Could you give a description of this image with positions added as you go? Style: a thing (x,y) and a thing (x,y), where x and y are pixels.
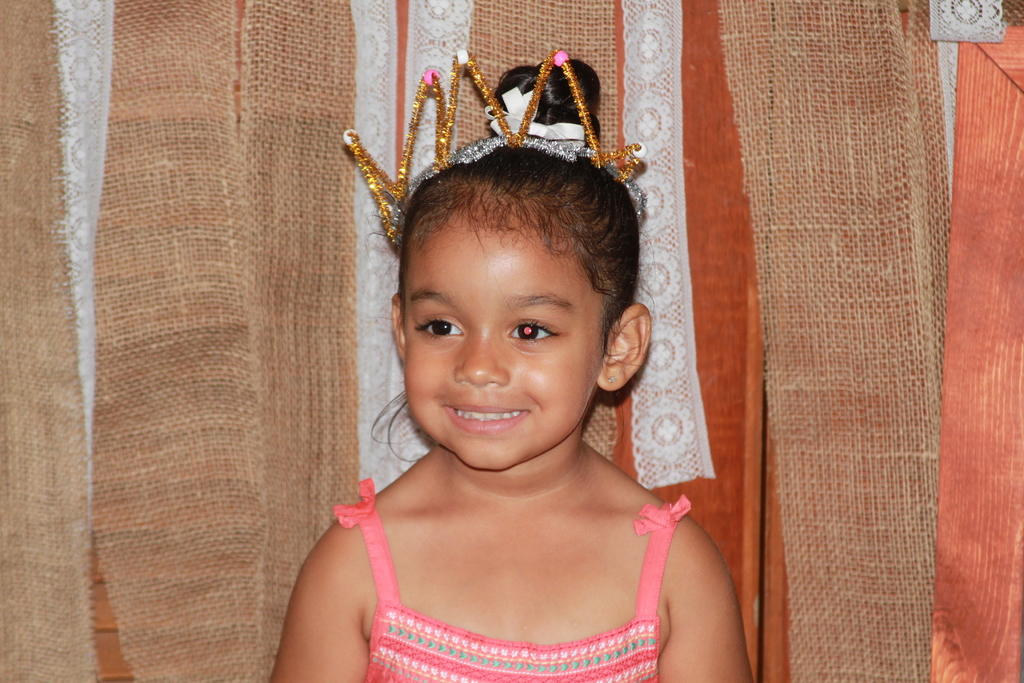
This image is taken indoors. In the background (819,447) there are a few jute cloths (102,555). In the middle of the image (534,339) there is a kid (472,430) with a smiling face (498,436). She has worn a crown (489,151).
